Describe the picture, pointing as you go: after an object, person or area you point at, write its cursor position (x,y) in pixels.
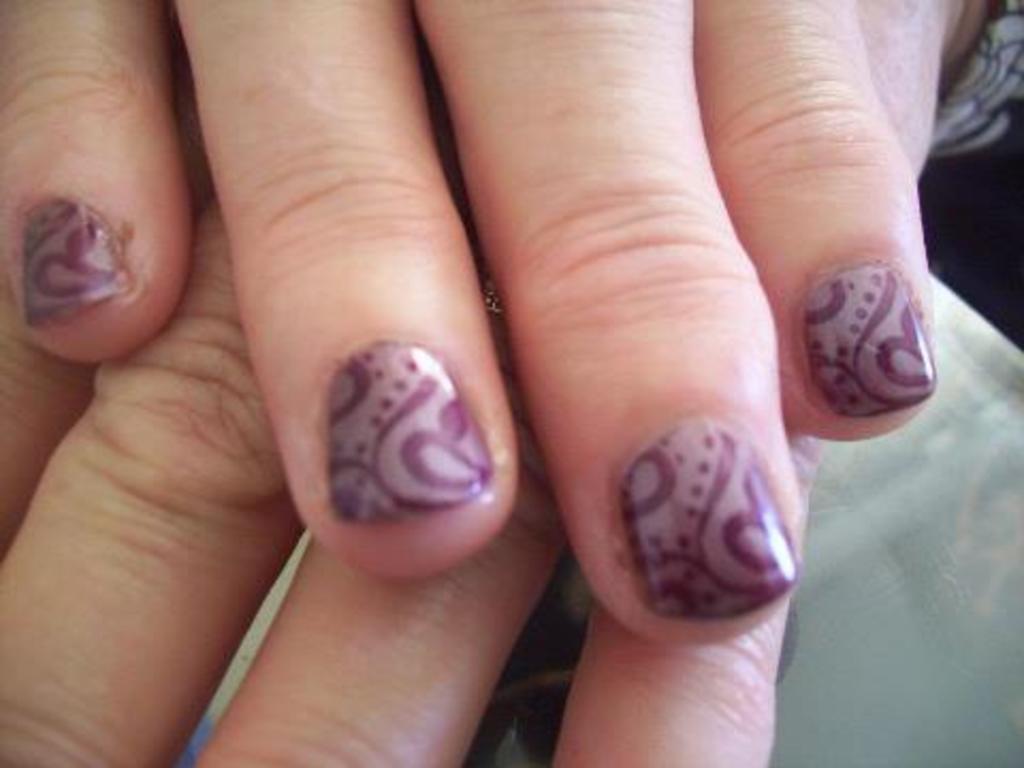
In this image I can see the hands (194,420) of the person (265,468) on the ash color surface (865,636). I can see the black background (946,202).
